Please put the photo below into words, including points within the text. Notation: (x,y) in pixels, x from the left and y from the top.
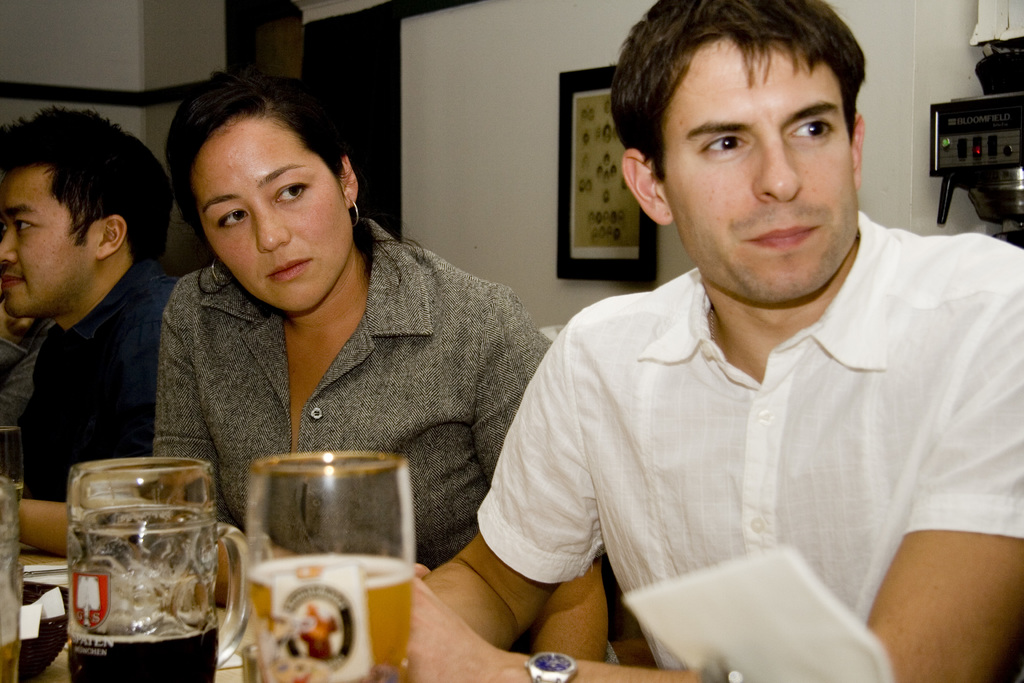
In this image, we can see few people (484,442). At the bottom (167,465), we can see glasses (308,617) with liquids (378,631), some objects (875,675). Background (600,219) there is a wall (525,229), photo frame (592,204), some machine (1017,98).
